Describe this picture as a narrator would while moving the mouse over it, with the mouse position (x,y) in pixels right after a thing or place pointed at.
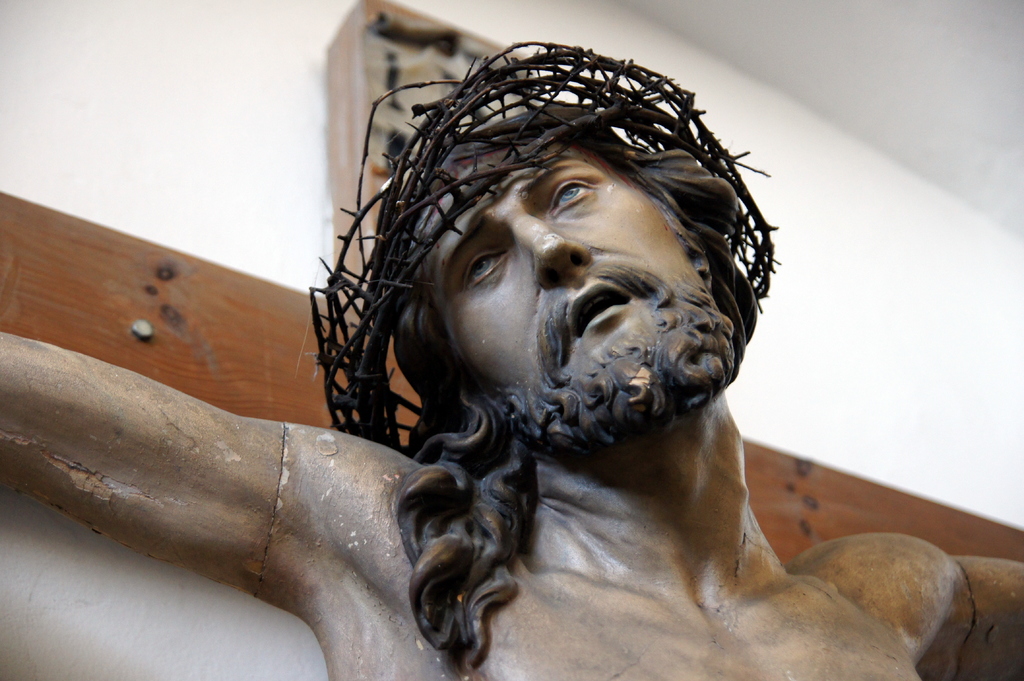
In this image we can see the depiction of a man (456,429). We can also see the thorn tiara (572,125).
